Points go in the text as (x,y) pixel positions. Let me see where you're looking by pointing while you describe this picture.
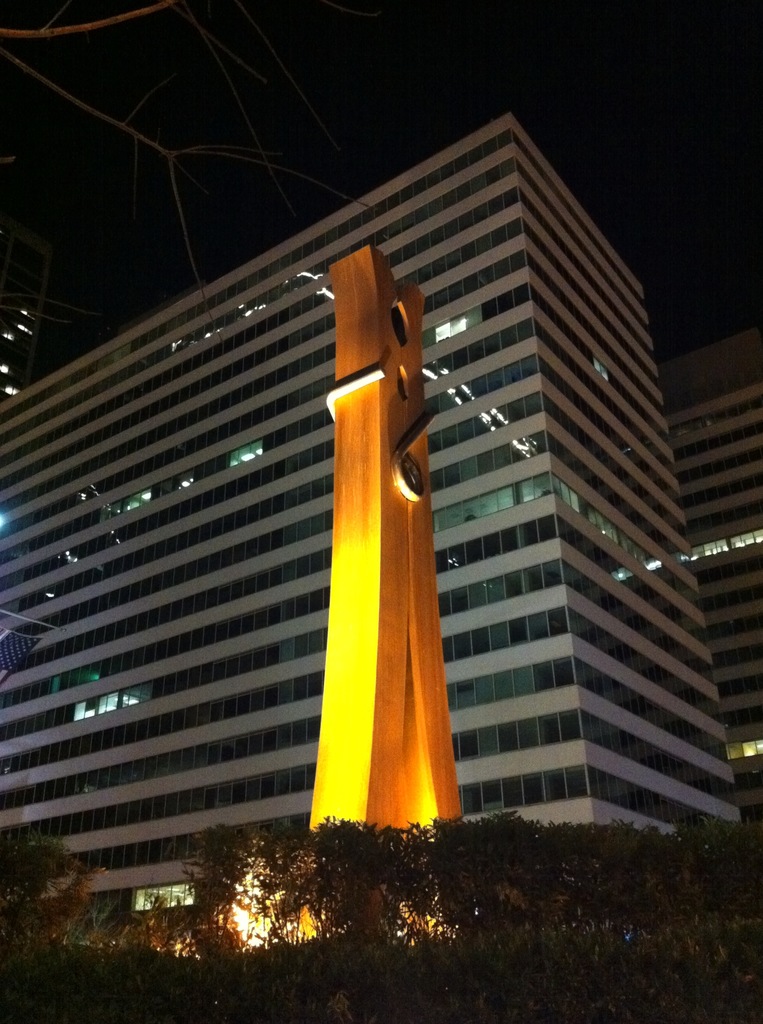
In the center of the image (407,652) we can see a statue (394,642). In the foreground (374,917) we can see a group of trees (589,910). In the background (644,535), we can see a building (586,542) and the sky (575,131).
